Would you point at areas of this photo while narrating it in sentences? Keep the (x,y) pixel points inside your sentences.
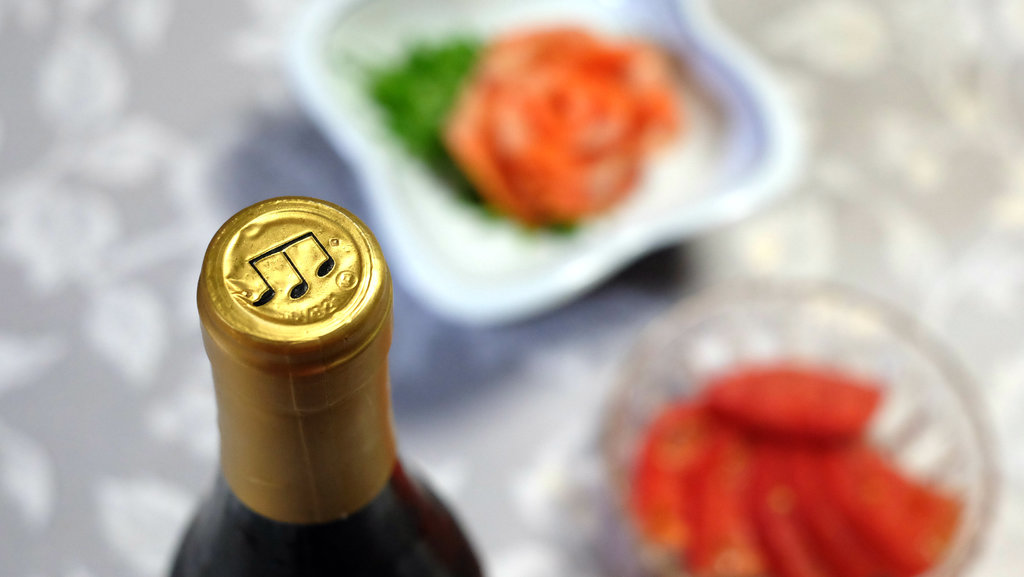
In this image I can see at the bottom (350,404) it looks like a bottle (362,422), on the right side (788,165) there are food items (592,156) in the bowls (728,319).
